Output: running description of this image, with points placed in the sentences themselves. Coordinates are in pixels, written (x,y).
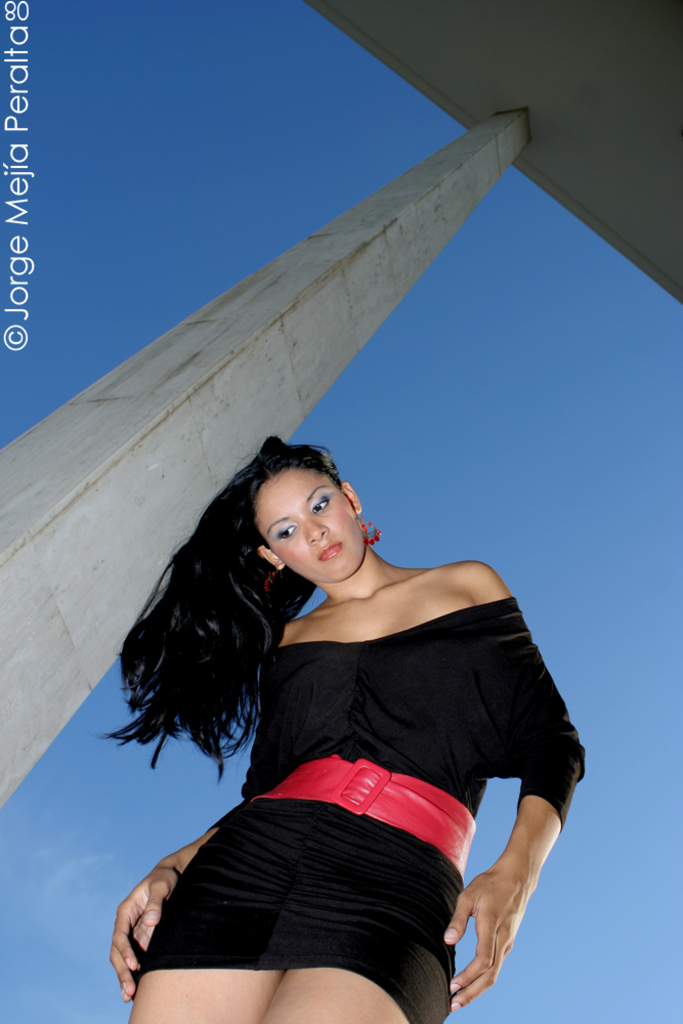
In this picture I can see a woman (447,727) in the middle (394,675), on the left side (48,641) it looks like a pillar (187,399), there is the sky (157,303) in the background (84,304).
